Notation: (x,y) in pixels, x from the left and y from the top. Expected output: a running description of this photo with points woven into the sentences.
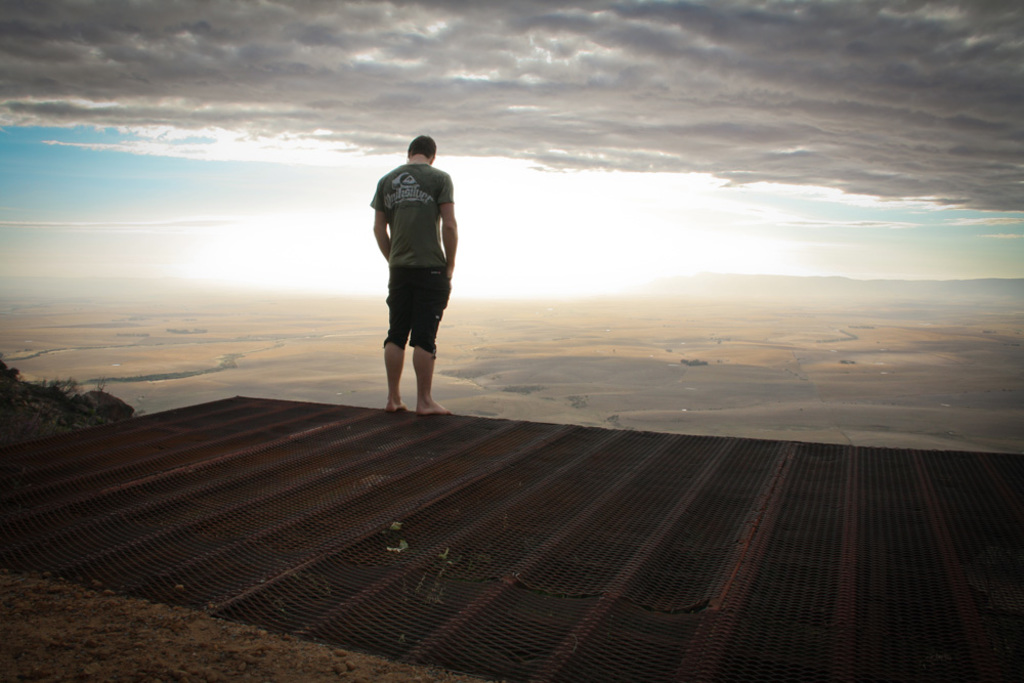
In this image there is a man (415,309) standing on the metal grill (456,506). At the top (523,110) there is the sky (193,107). At the bottom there is sand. On the left side (59,390) there are small plants (33,406).
